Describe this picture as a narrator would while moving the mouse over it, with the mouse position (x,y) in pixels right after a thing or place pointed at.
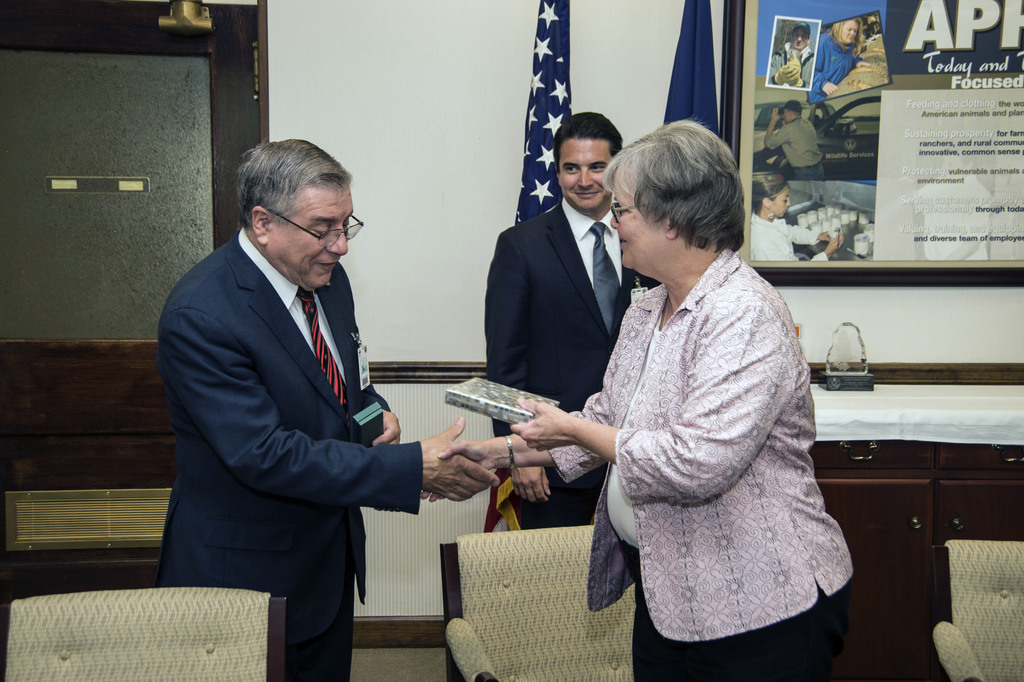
This is an inside view of a room (1023,337). Here I can see a man (276,395) and a woman (718,608) are standing, shaking their hands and smiling. The woman (688,287) is holding a box (503,407) in her hand (534,421). At the bottom (125,651) there are three chairs (278,652). At the back of these people (678,405) a man (581,238) is standing and smiling by looking at this man (291,433). On the right side (913,459) there is a table (871,445) which is covered with a cloth (932,416). In the background (125,345) there is a door (107,177) to the wall (412,177) and also there are two flags (702,88). In the top right-hand corner (807,140) there is a frame (916,195) attached to the wall (905,309). On the frame (932,114), I can see some text (930,155) and few images (801,163) of persons (792,84).
